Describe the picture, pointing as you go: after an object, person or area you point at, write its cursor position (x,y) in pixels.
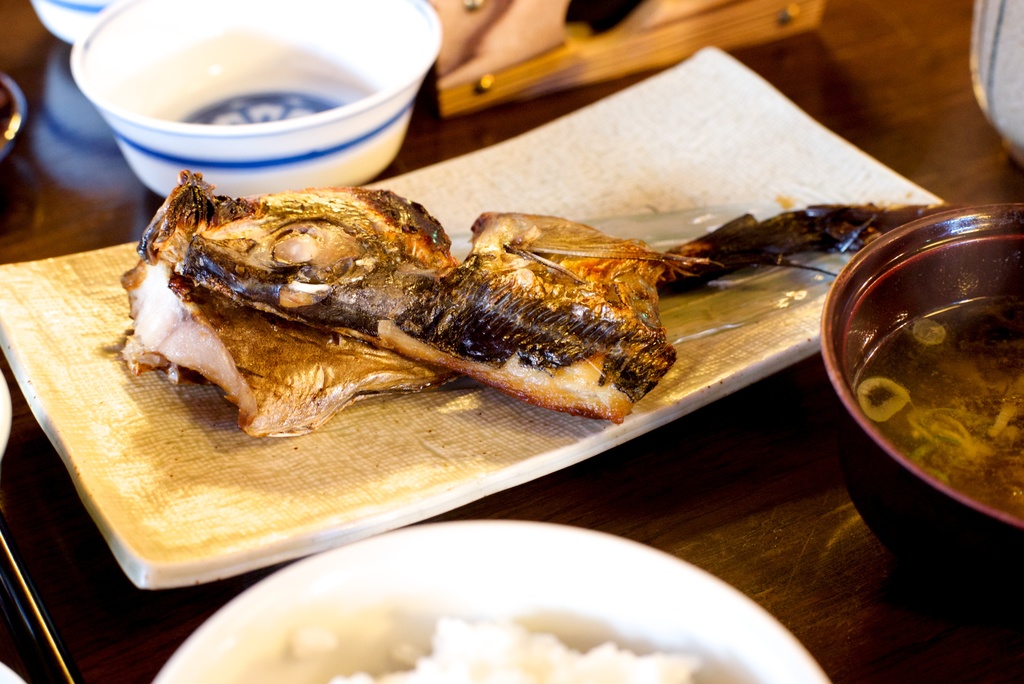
In this image I can see few bowls (365,178), a plate (34,385) and different types of food (444,259).
